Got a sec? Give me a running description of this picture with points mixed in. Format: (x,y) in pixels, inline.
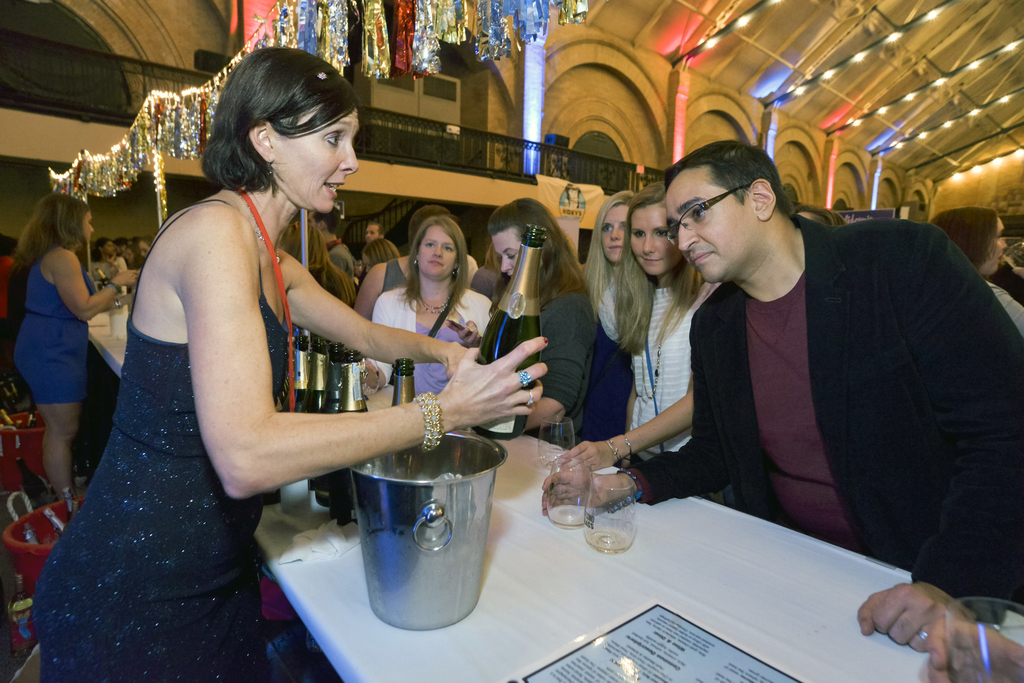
In this we can see that a lady (222,385) is offering a champagne bottle (528,317) to the crowd (638,419) and a man (848,380) wearing coat (839,389) and with the empty glass (557,496) stand. On the table (602,593) there is menu card (664,652) and a bucket (450,518) with ice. And Beside There is a another (43,365) wearing a blue Gown (62,344) standing and serving Bottle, and Having some decorative Ribbon (428,34) On the above and Multi lights (802,89) in the ceiling (962,100).
